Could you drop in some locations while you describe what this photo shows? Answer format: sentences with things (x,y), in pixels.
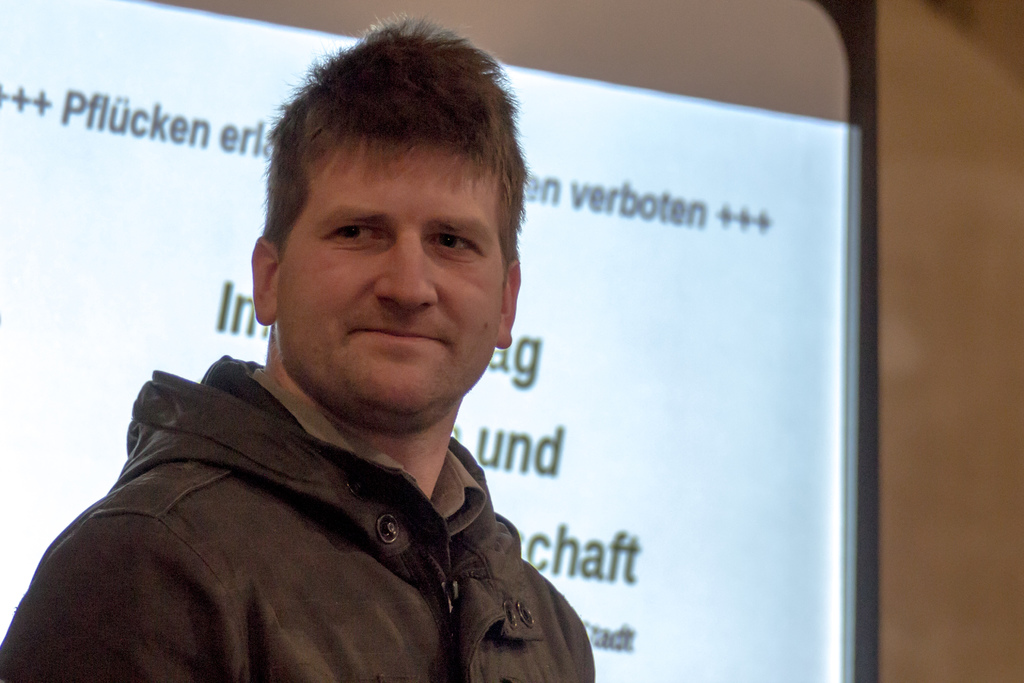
In this image there is a man (325,484) standing. He is smiling. Behind him there is a projector board (763,116). There is the text (517,441) displayed on the board (104,232).
